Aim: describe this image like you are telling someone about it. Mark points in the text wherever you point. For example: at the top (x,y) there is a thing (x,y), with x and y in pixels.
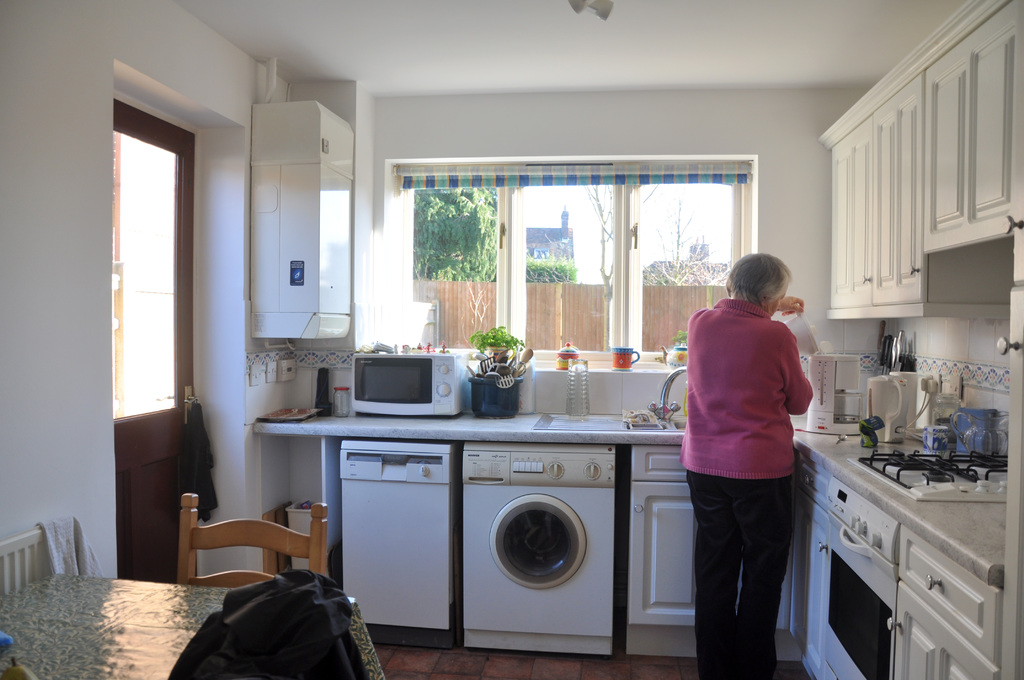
On the left side (133,310) there is a door (130,344). Near to that there is a table (105,631) with chairs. In the back (530,422) there is a table (517,420). On that there is a microwave oven (429,387), basket (503,404) with some items (488,370). Below that there is a washing machine (517,537) and some other electronics devices (830,596). Also there is a stove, top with wash basin (653,418) and many other items (878,386) on the table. On the wall (630,387) there is a cupboard (921,191). In the back (524,244) there are windows (568,265). Near to the window (586,344) there is a cup (624,355) and pot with plant (486,342). Through the window (511,327) we can see trees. Also there is a lady (717,370) standing and holding something in the hand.
